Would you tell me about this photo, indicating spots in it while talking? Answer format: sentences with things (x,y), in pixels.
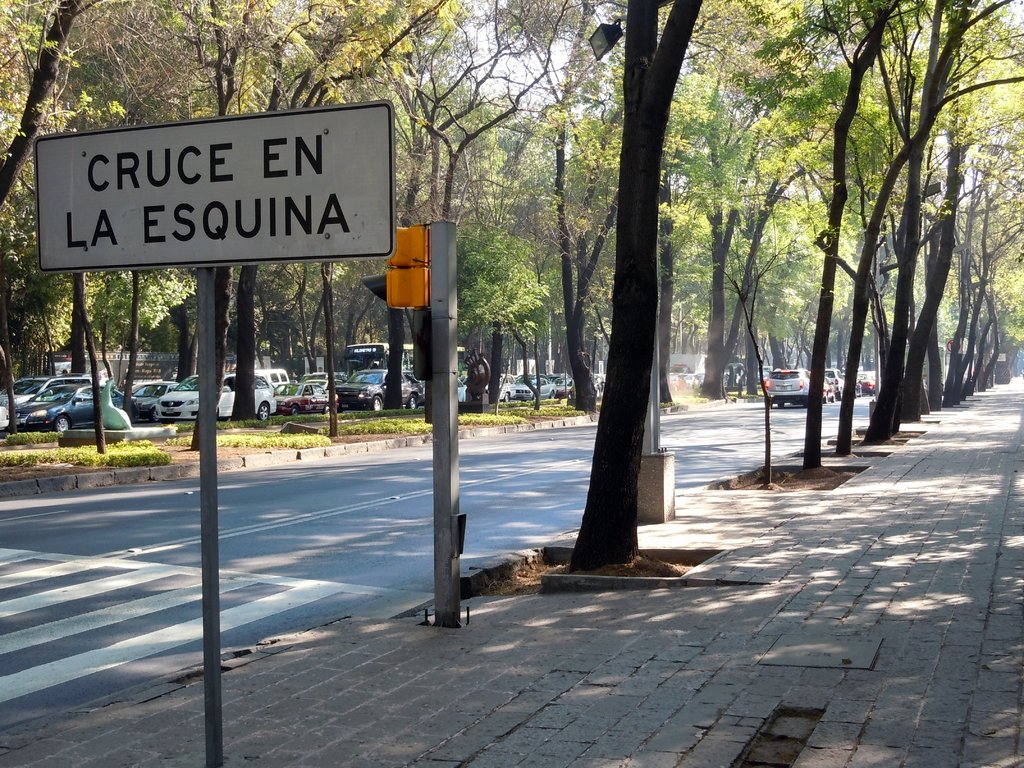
In this image, this looks like a name board (241,259) and a traffic light (422,295), which are attached to the poles (447,321). In the background (157,386), I can see the vehicles (139,386) on the roads (290,464). These are the trees (659,188) with branches (599,320) and leaves (588,307). On the right side of the image (909,471), It looks like a pathway (891,500).
